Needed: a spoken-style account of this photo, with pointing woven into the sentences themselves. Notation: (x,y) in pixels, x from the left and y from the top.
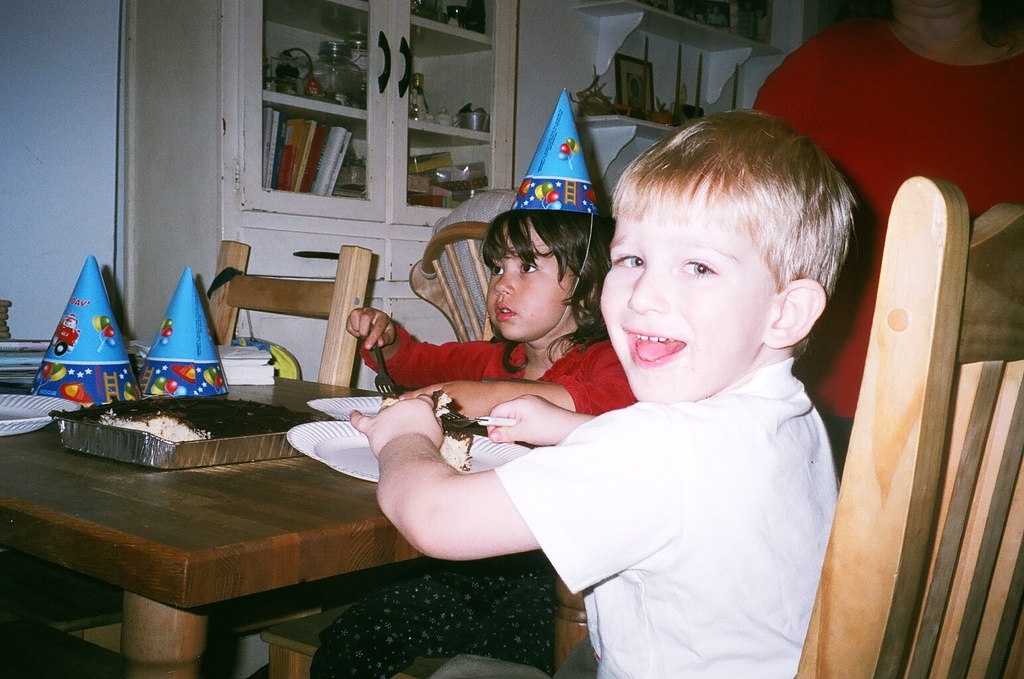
In this image I can see two children (780,397) and they are holding fork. I can also see few plates (320,447) and few caps (575,134) over here. i can also see a woman (891,113) and few chairs (974,397).
